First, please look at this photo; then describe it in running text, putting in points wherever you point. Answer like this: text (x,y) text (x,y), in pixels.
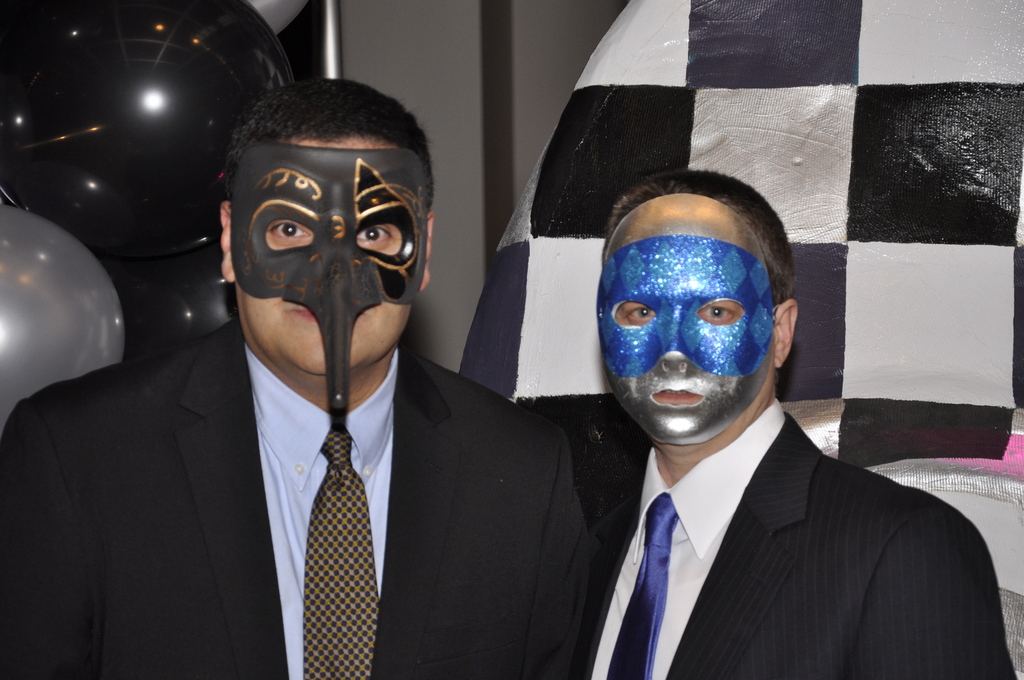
There are two persons (597,572) wearing suits (501,573) and there are masks (351,285) to their faces (692,357) and there are some other objects (19,80) in the background (666,107).
